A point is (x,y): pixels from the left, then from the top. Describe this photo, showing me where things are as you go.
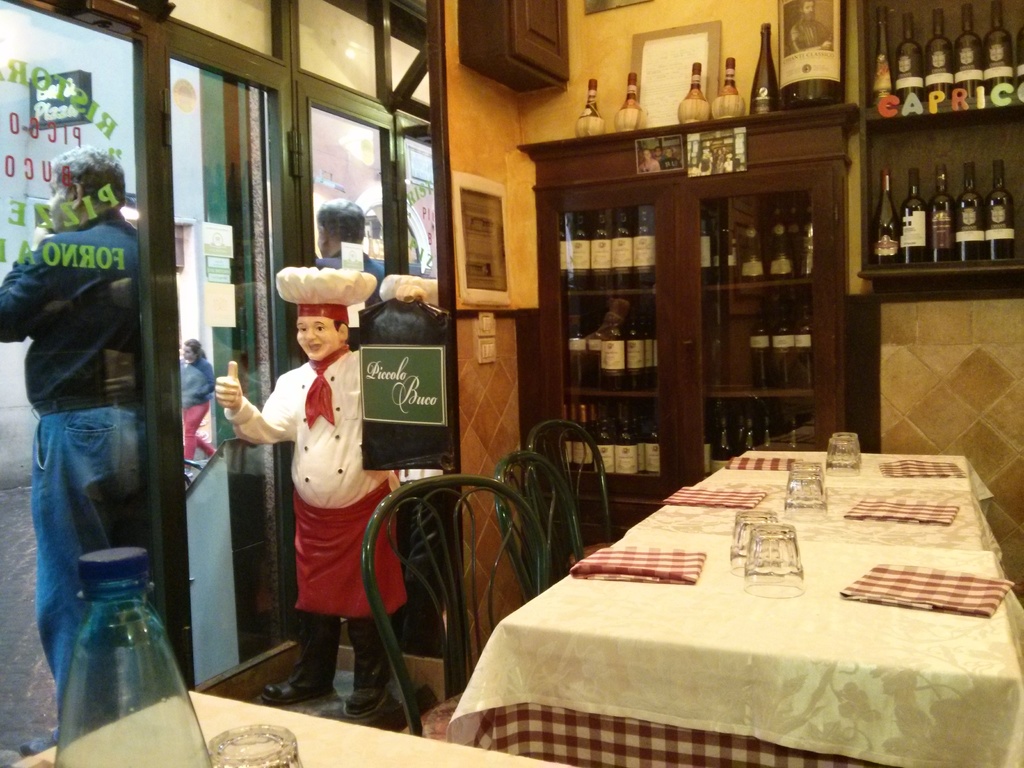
In this picture we have a toy (310,695) standing, chair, table (681,603), napkin (690,575), glasses (766,521), a cupboard (702,451) full of bottles (617,375) and in the back ground (388,209) we have a door (262,67), and a person (85,191) standing outside.
